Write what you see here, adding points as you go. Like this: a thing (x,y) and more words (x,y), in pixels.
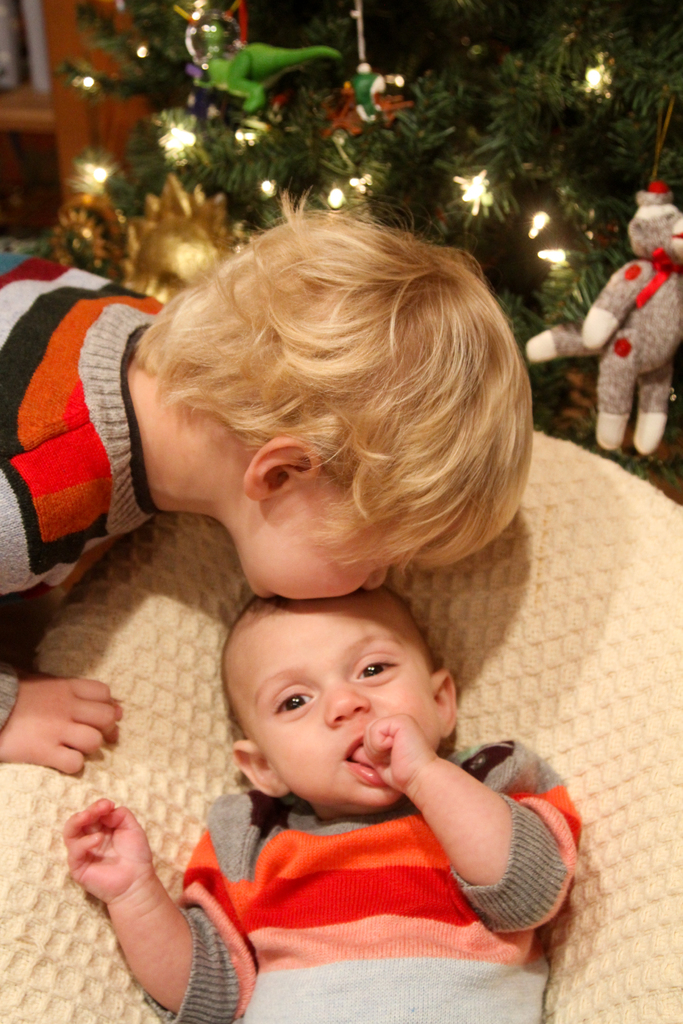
In the picture I can see a baby (444,978) on the sofa (488,687). There is a boy (340,408) on the left side (33,412) and he is kissing the baby (375,629). In the background (603,161), I can see the Christmas tree (411,140) with lighting arrangement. There is a toy (647,225) on the right side (663,240).
